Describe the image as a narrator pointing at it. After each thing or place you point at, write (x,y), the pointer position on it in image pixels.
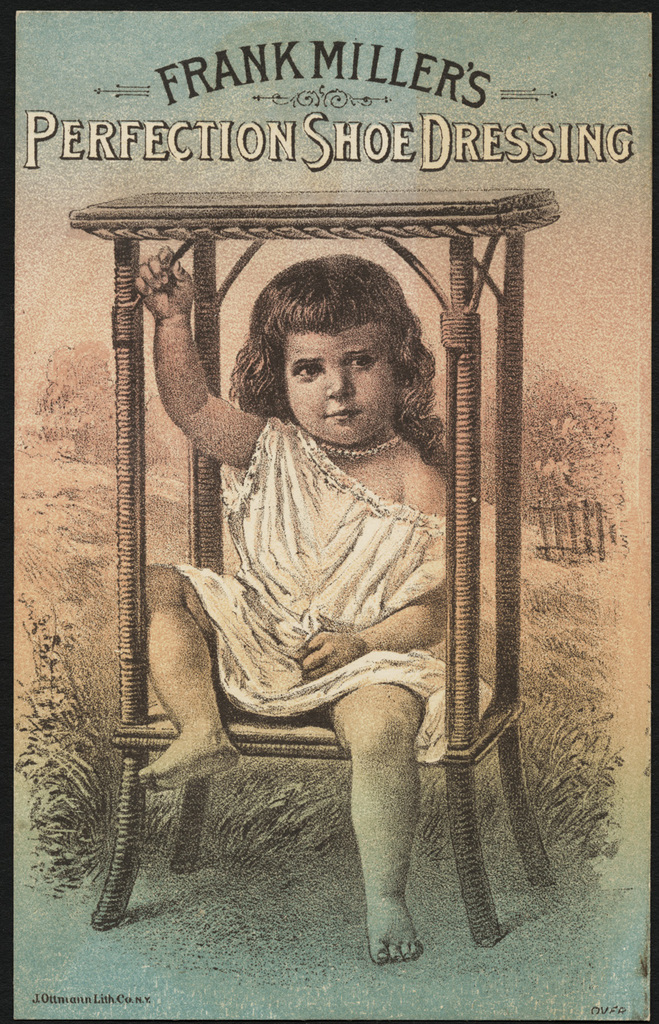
As we can see in the image there is a banner (195,695). On banner (145,629) there is painting (359,430) of a child (397,510) wearing white color dress (317,566), grass (103,714), trees (551,451) and there is something written.
